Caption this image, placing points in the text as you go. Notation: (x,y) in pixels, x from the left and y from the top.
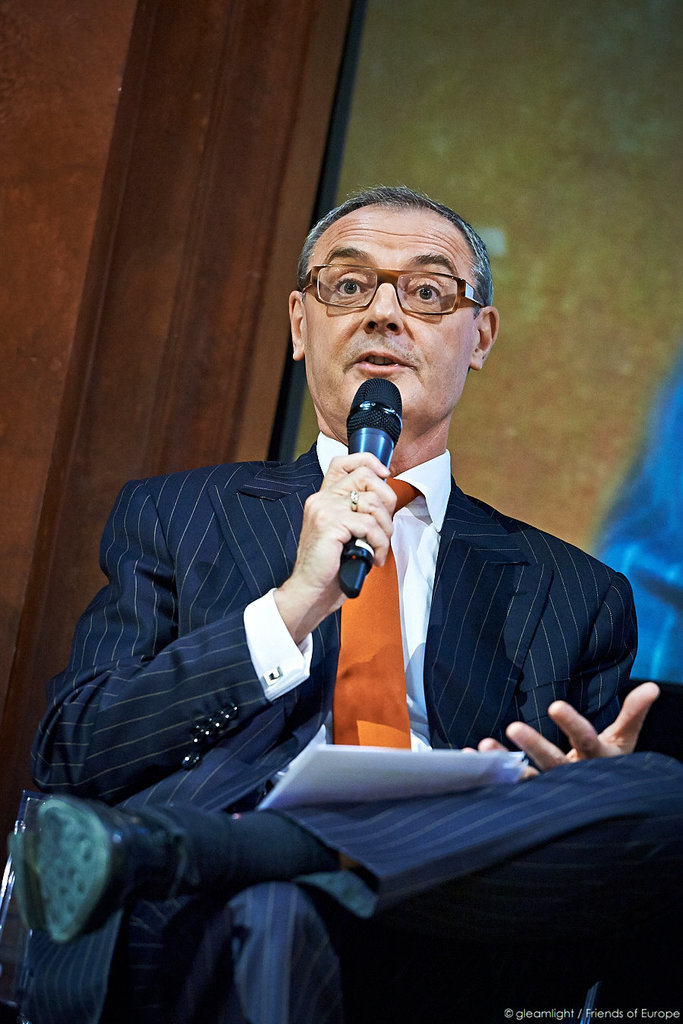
There is a man (211,522) sitting on a chair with dark blue suit (206,767) and with orange tie (402,654), he is holding microphone (377,419), he has a ring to his right hand (364,530) and he is talking.
